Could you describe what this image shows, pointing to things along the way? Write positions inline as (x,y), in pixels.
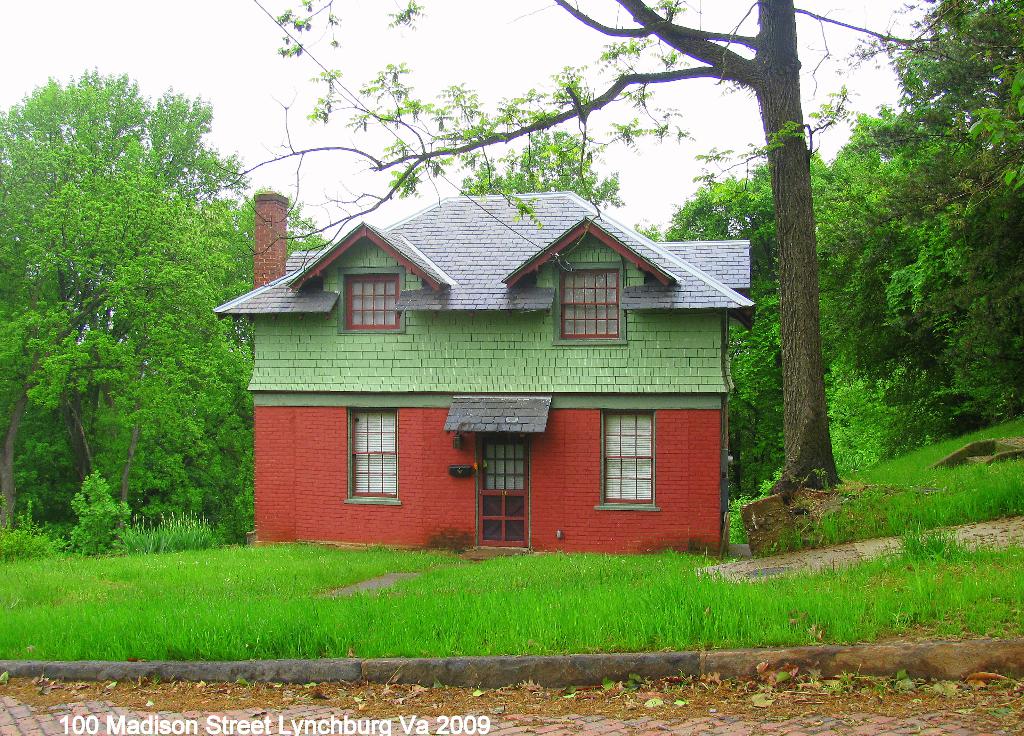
In the center of the image (471,363) there is a house (567,434). On the right side of the image (815,424) we can see a tree (809,403). At the bottom (893,627) we can see grass (374,563) and road (666,719). In the background (193,481) there are trees (130,217) and sky (240,90).
